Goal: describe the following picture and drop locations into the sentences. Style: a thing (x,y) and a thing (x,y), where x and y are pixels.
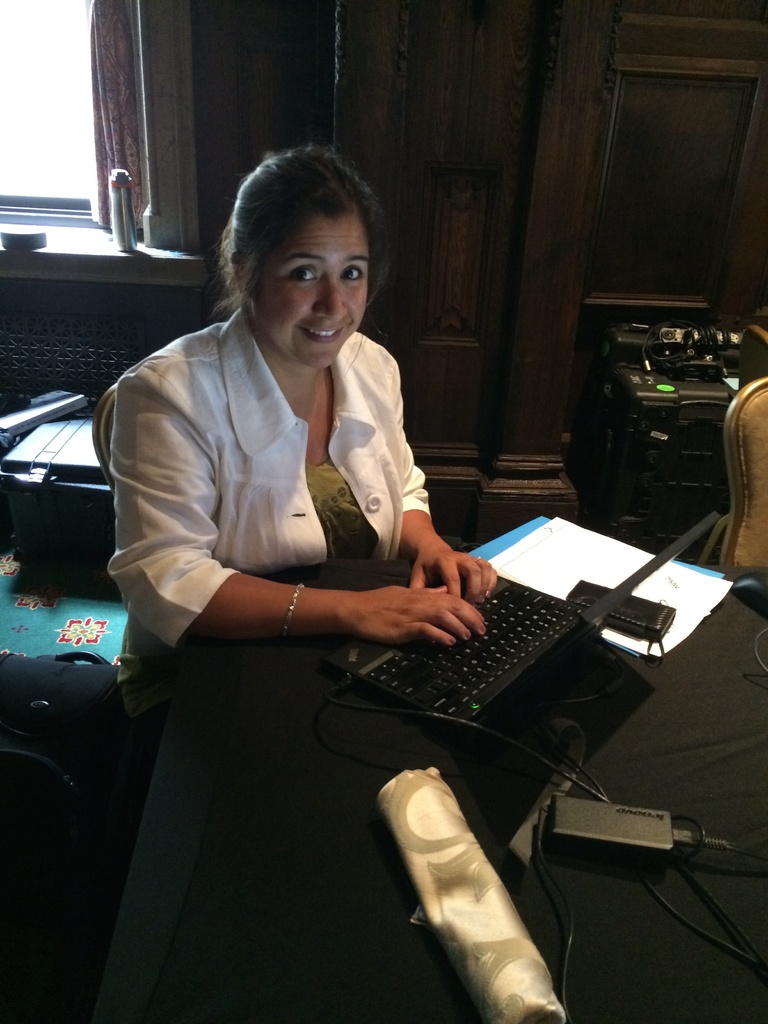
In the center of the image (364,628) there is a woman (152,615) sitting using a laptop (488,594). In front of her there is a table (265,1013) on which there is a black color cloth (345,879) and there are other objects (428,882) on it. In the background of the image (439,38) there is a wooden wall (277,63). There is a window (64,90). To the left side of the image (41,704) there is a bag (41,704).
